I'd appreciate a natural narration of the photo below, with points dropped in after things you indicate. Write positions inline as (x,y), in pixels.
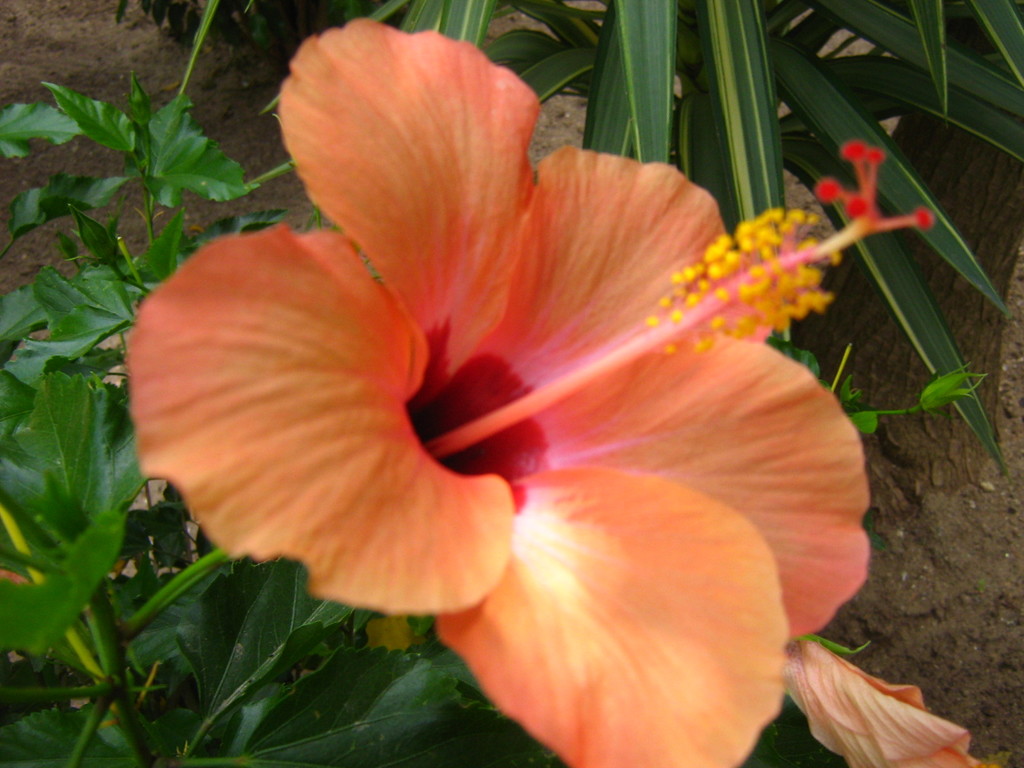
In this image, we can see an orange color flower (781,494) and we can see some green leaves (27,742).
